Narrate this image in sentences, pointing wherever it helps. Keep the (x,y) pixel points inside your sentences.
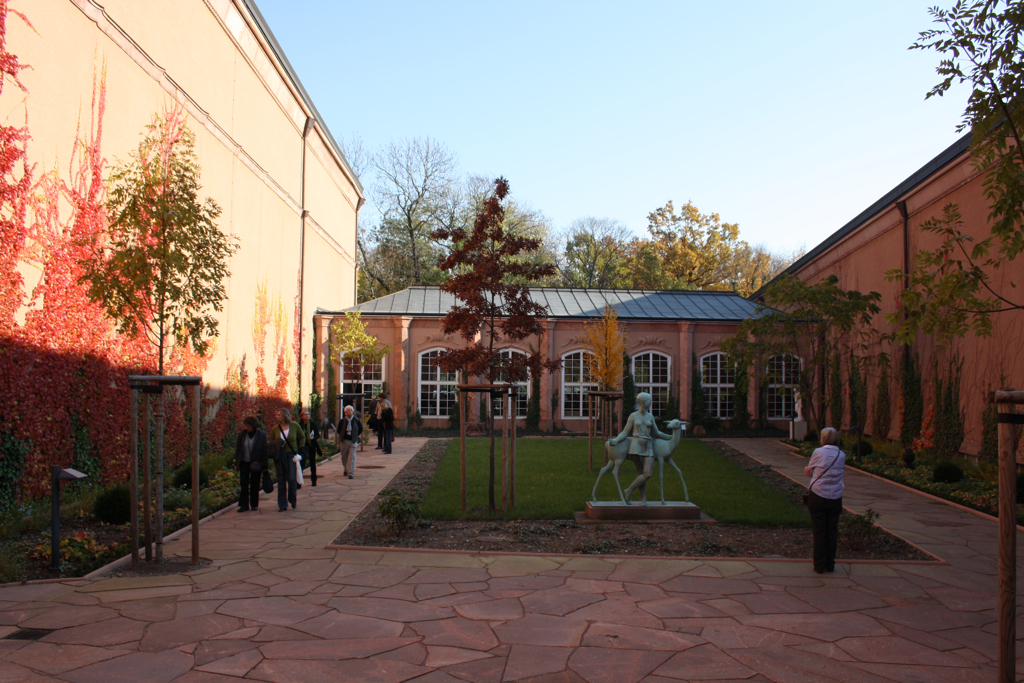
In this picture there is a sculpture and a house (555,339) in the center of the image (667,448) and there are walls (1004,268) and plants (167,148) on the right (863,282) and left side of the image (175,267), there are people (340,449) on the left side of the image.
